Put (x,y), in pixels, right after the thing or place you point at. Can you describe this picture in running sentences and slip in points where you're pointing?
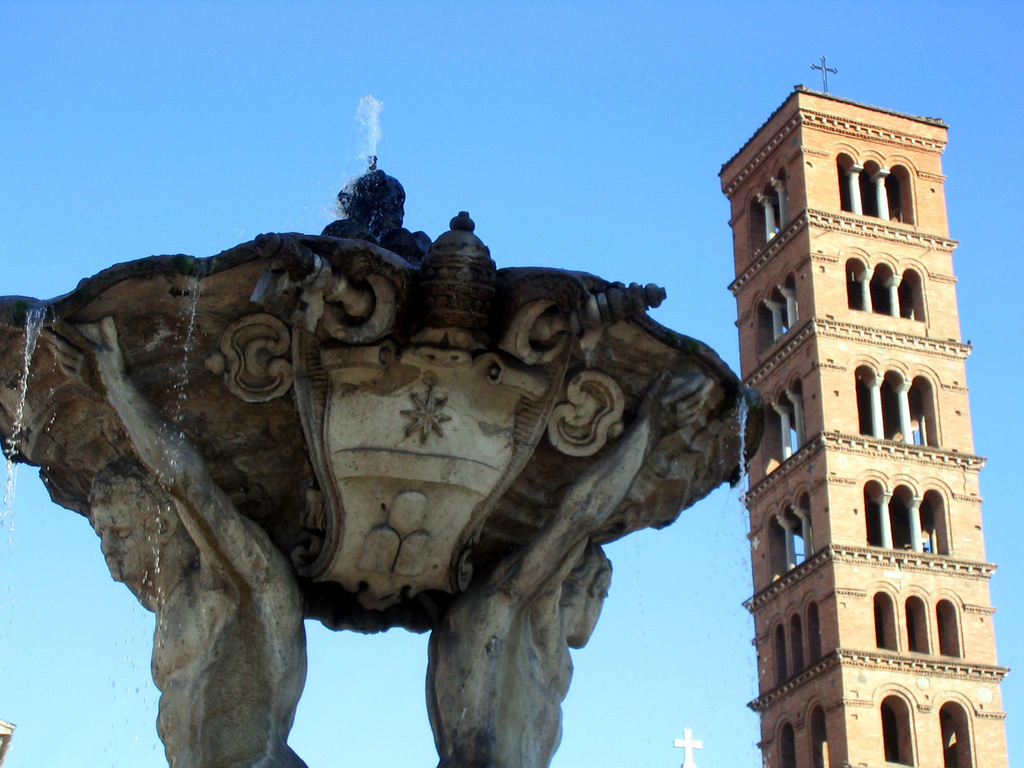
In this image I can see a statue (225,528), buildings (867,582), fountain (402,222) and the sky (350,103). This image is taken may be during a day.
